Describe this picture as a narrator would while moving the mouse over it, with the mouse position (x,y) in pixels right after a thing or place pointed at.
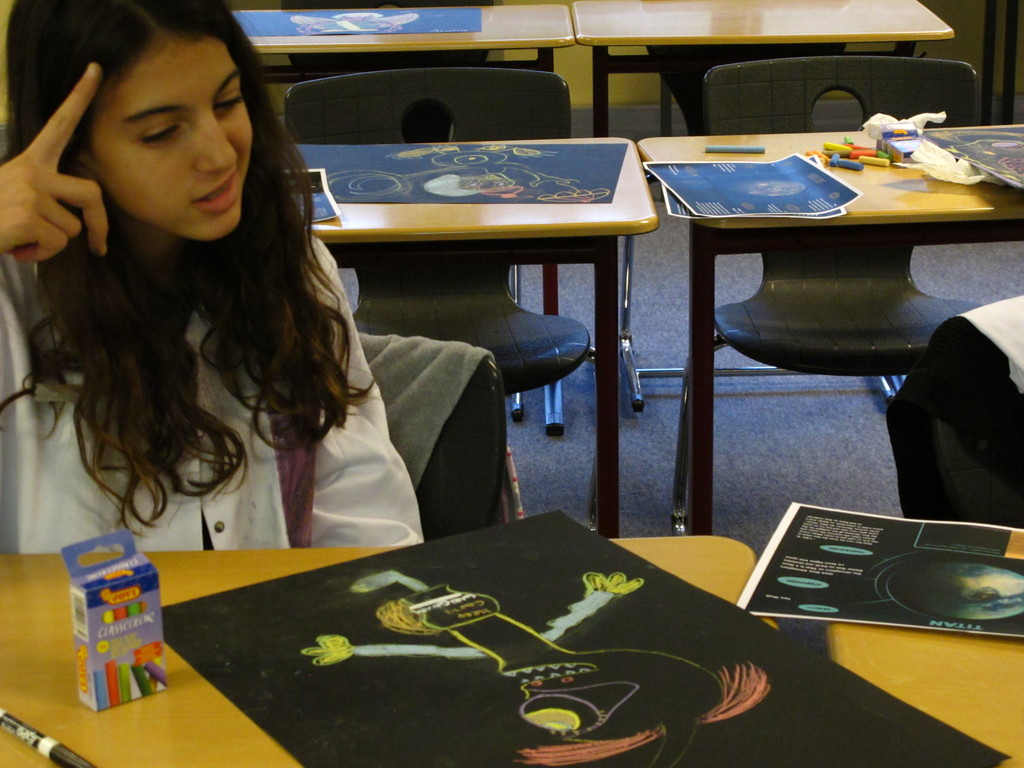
This image consists of so many tables (614,452) and chairs (689,394) and people (370,400) are sitting on chairs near the tables (40,609). On tables (25,685) there are crayon boxes (120,684), pens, papers (446,648). A woman (305,408) is sitting on the left side (209,461).
